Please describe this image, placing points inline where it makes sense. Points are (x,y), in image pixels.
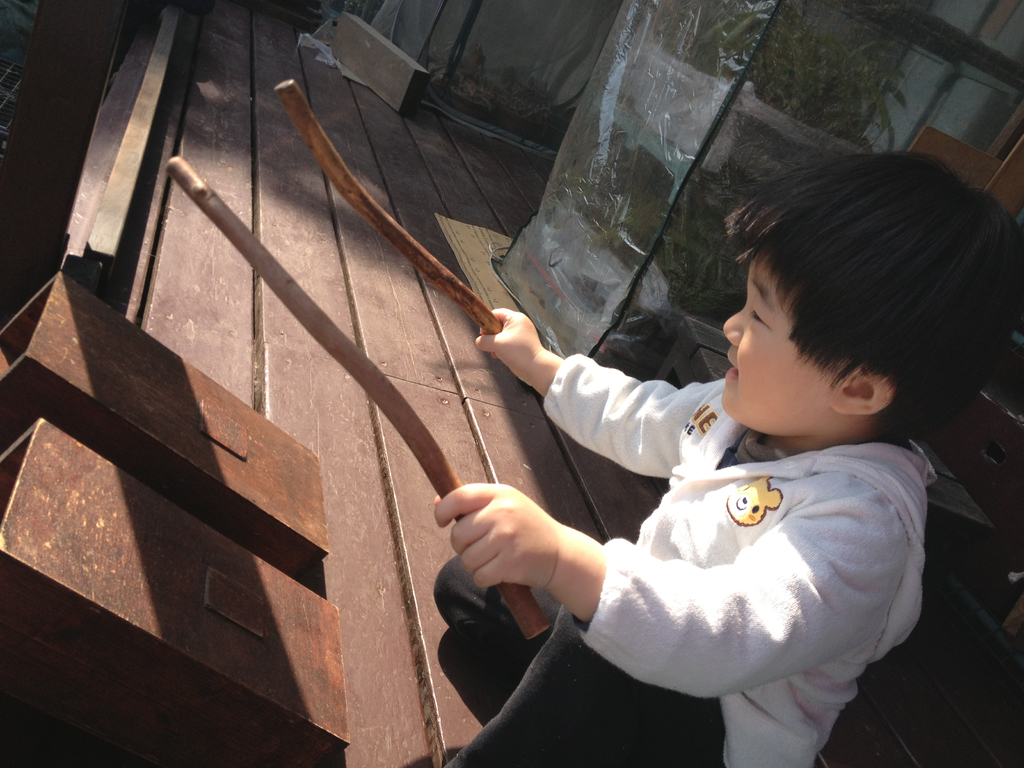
In this image there is a boy (732,439), he is holding sticks (356,193) in his hand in front of him there are two boxes (93,471), in the background (689,54) there are two covers (784,24).
